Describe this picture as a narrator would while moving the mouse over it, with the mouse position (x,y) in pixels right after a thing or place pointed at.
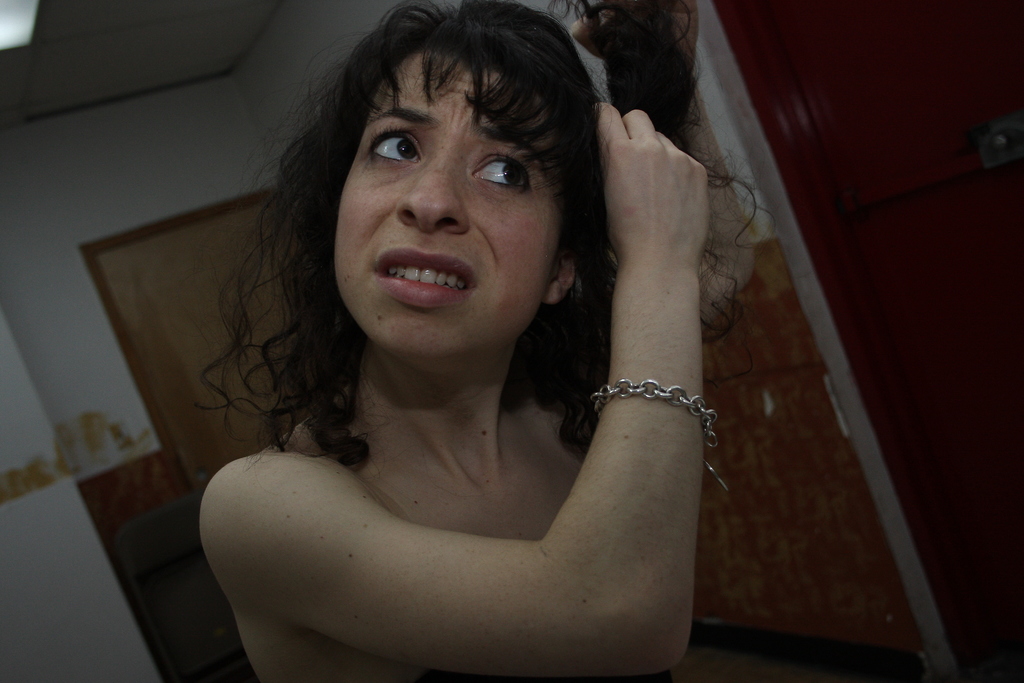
There is a woman (657,637) holding hair (605,214). In the background (110,212) we can see wall (148,171), door (240,427) and chair (218,663).
